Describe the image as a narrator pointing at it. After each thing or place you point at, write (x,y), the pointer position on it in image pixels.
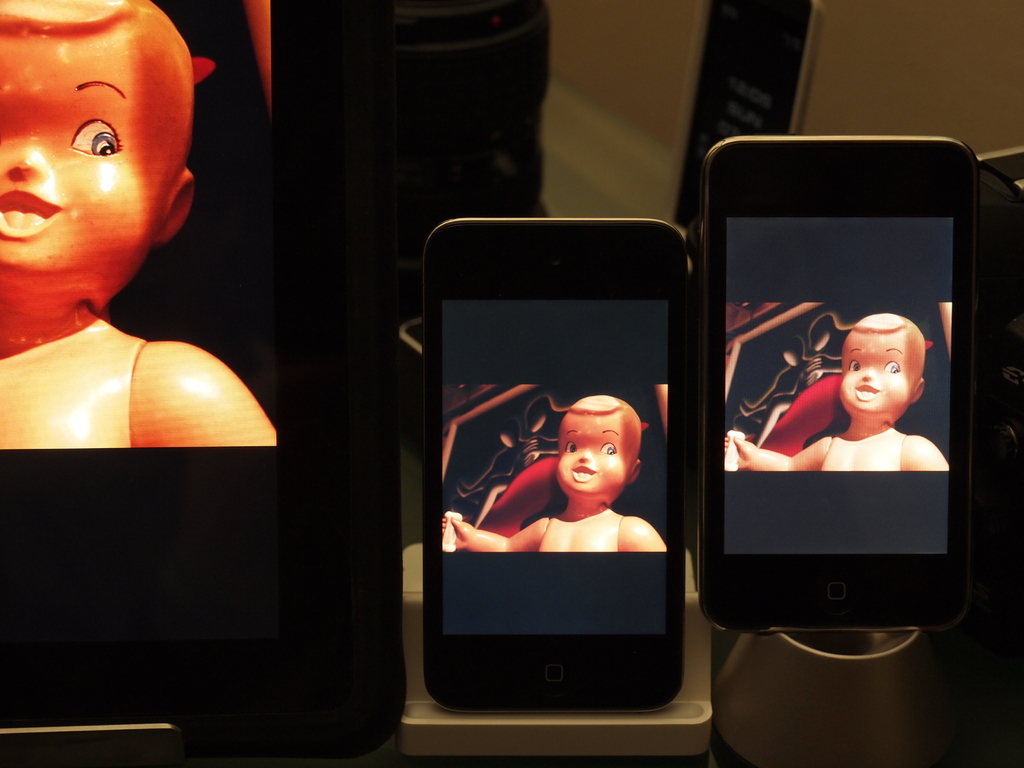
In this image there are many phones (799,285). In the foreground (450,382) on the displays (173,345) there is picture (513,485) of a toy kid (879,413).
